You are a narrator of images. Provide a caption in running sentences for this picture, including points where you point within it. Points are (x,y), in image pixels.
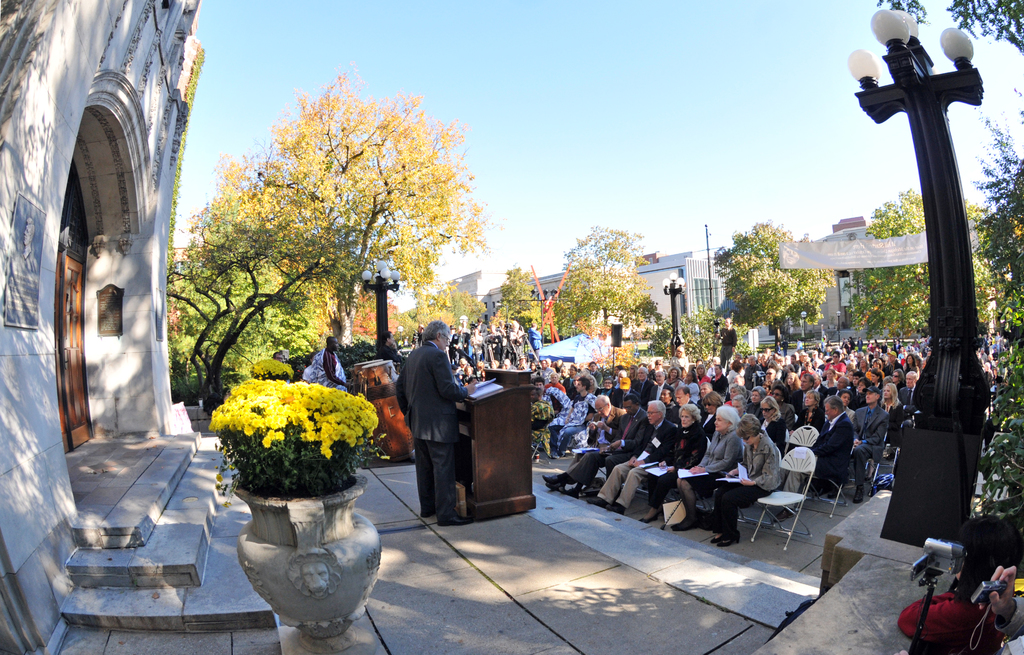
On the left side (154,132) there is a building (45,296) with door (70,336) and steps (172,471). Near to that there is a pot (316,529) with flowering plants (313,457). Near to that there are two persons (431,399) standing. In front of them there are podiums (494,410). Also there are light poles (962,372). In the back (483,280) there are trees (596,286) and buildings (653,270). And many people (768,377) are sitting on chairs (800,431). In the background (694,149) there is sky (688,125). On the right corner (945,553) we can see cameras (936,541).
